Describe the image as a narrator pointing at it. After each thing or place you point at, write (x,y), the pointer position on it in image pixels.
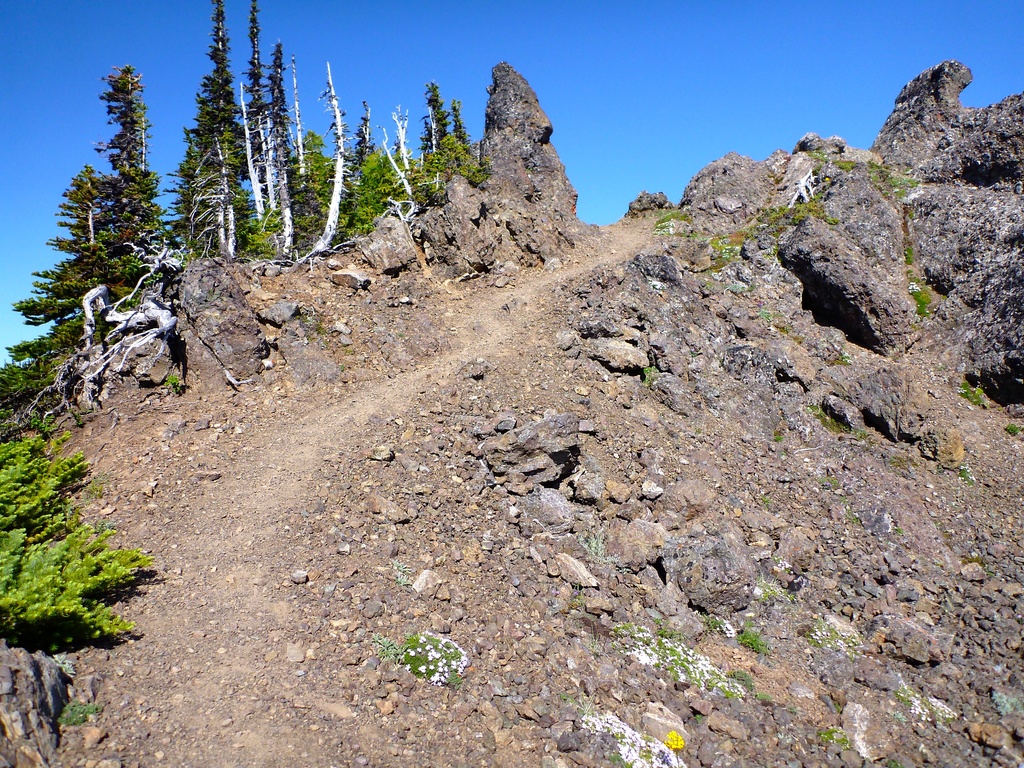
This picture might be taken from outside of the city. In this image, on the left side (326,227), we can see some trees (268,240), plants (84,634) and some stones (522,200). On the right side (893,255), we can see some rocks (758,383). At the top (671,47), we can see a sky (675,47), at the bottom (221,523) there is a land (348,490) with some stones (493,628).
